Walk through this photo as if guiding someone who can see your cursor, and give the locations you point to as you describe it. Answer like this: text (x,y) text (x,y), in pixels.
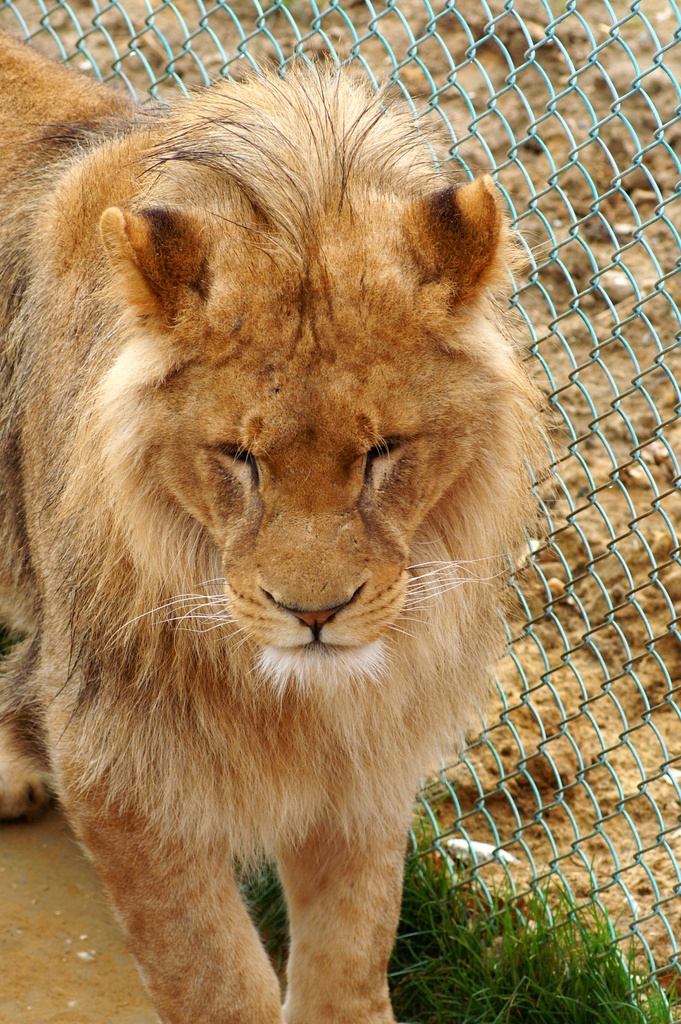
In this image there is a lion (239,824) standing on the ground (77,923), Beside the lion (190,273) there is a grill (567,168). On the ground (469,945) there is grass (475,943).
